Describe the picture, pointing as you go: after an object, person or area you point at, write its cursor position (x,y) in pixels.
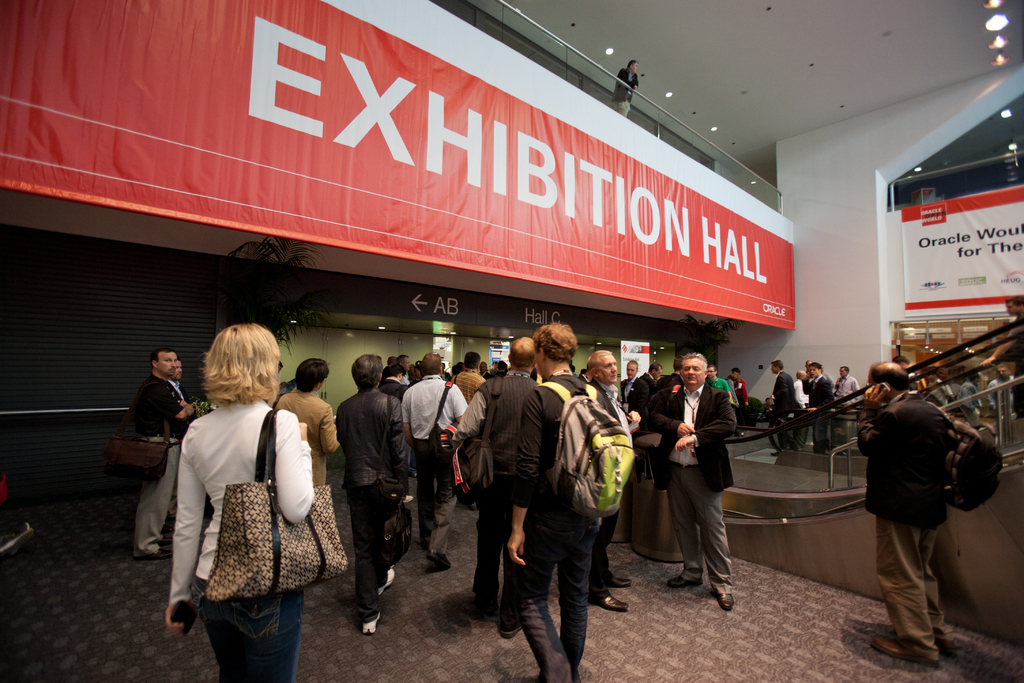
In this image there are people (679,440) walking wearing bags (609,478), at the top (155,202) there is a board (34,107), on that board (486,178) there is some text (595,186) and there are lights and a man (628,84) standing near a glass wall (709,153).
